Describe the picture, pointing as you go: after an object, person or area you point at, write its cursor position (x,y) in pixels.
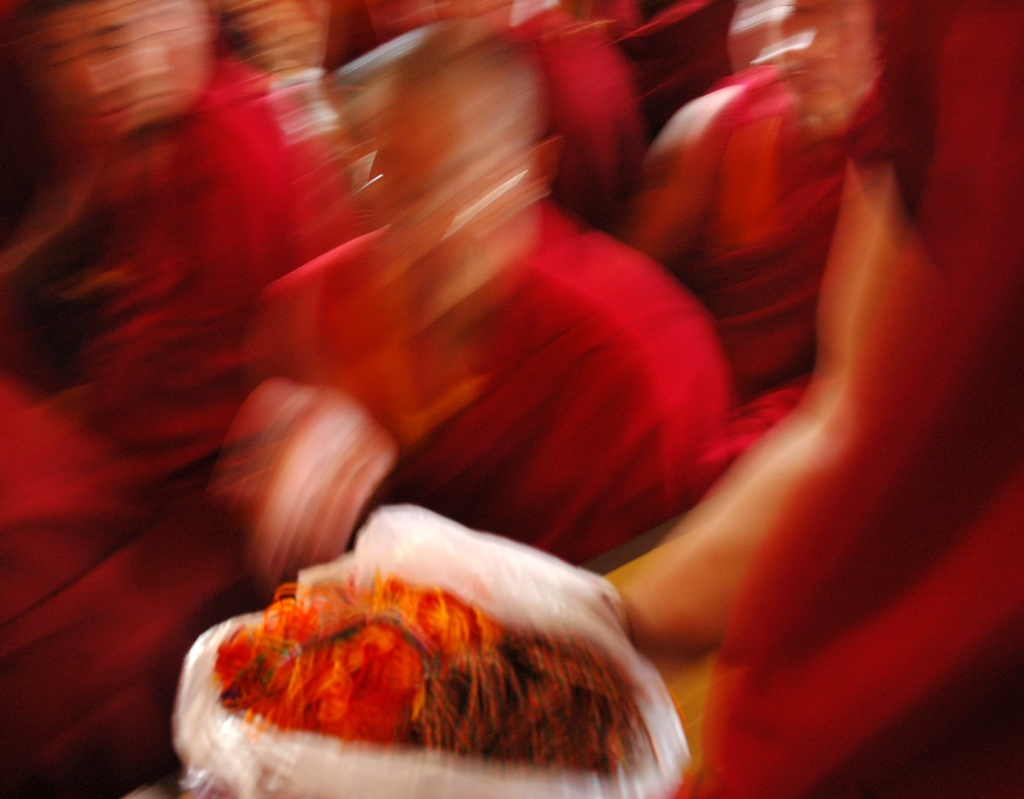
In this image I can see at the bottom (247,735) it looks like a cover (243,717), at the top (335,58) there are people (447,291). It is a blurry image.
